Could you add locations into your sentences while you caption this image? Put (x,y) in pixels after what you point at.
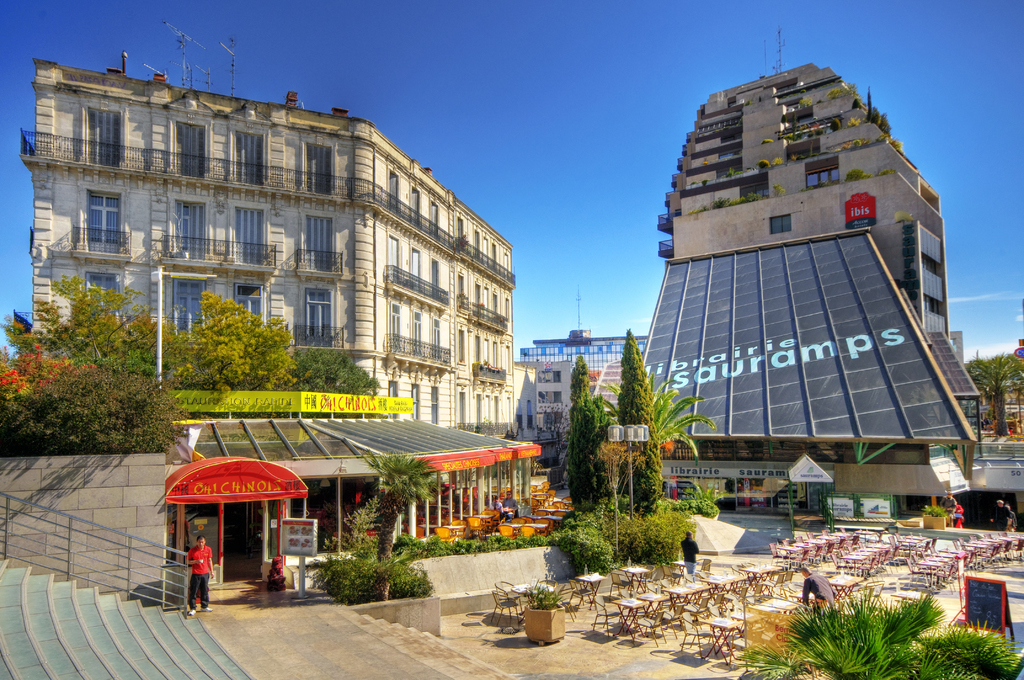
In this image, we can see buildings (391,254), trees (235,351), stairs (140,657), chairs (596,615) and tables (916,596), poles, name boards (718,474) and sign boards (975,597) and some flower pots (557,628). At the top (505,67), there is sky (505,75).
